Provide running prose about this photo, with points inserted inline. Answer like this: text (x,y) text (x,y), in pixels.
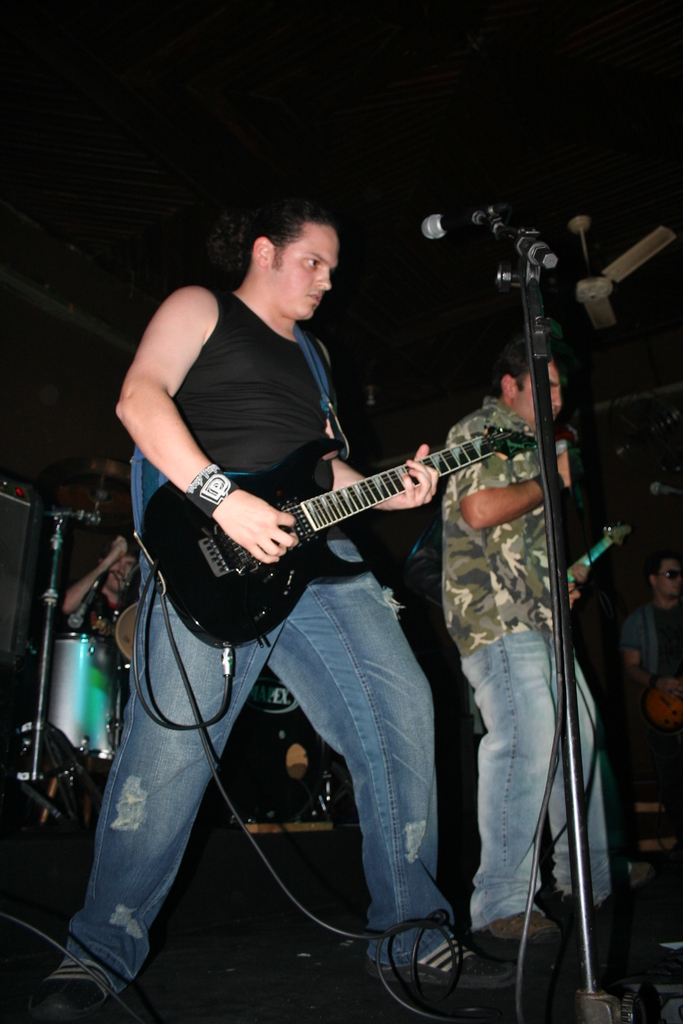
There are few people (455,500) on the stage (281,840) performing by playing musical instruments (208,534).
